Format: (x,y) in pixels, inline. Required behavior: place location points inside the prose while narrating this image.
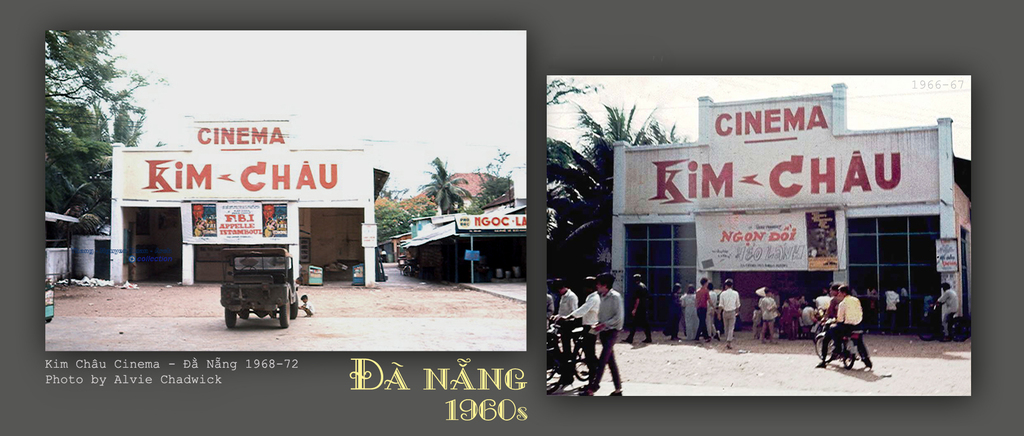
It is a collage image. On the right side of the image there are people (835,295) sitting on the bikes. In front of them there is a building (662,220). There is a banner (774,231). In front of the building (792,287) there are a few people (768,306). In the background of the image (687,98) there are trees (626,119) and sky (660,97). On the left side of the image (286,318) there is a vehicle (286,318). Beside the vehicle (296,309) there is a boy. In the background of the image (336,263) there are buildings (312,213), trees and sky (289,74). There is some text (361,378) at the bottom of the image (377,384).
